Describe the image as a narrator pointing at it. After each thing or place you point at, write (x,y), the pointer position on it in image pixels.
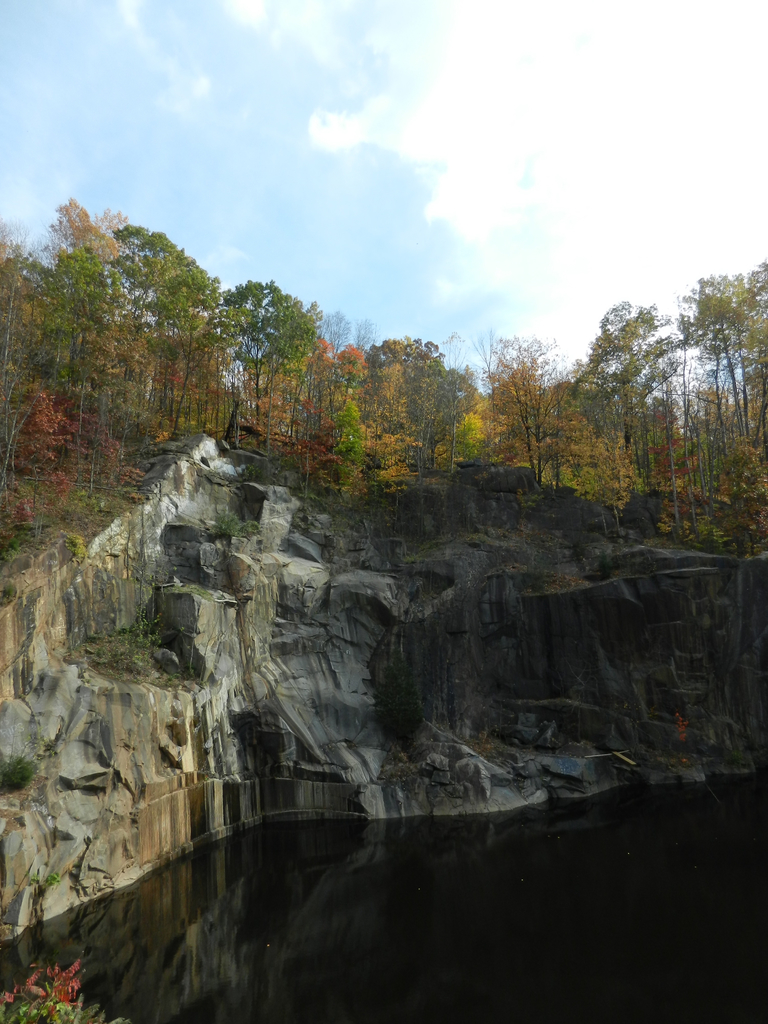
In this image I can see the water (345,964), rock (24,754) and many trees (310,410). In the background (401,24) I can see the clouds (325,7) and the blue sky (260,192).
